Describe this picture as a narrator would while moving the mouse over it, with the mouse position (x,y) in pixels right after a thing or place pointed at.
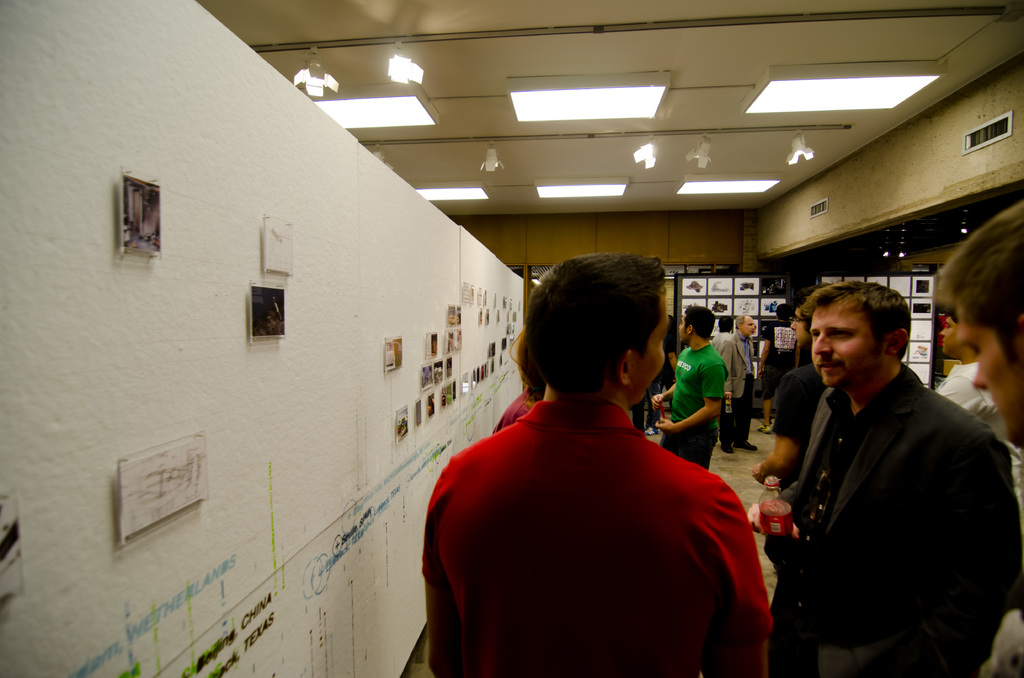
In this image there are people (636,421). The man (873,432) standing on the right (839,511) is holding a bottle (791,526). On the left (59,276) there is a wall (58,204) and we can see frames (196,452) placed on the wall (412,394). In the background (734,279) there are boards (754,275). At the top (360,123) there are lights (646,118).
